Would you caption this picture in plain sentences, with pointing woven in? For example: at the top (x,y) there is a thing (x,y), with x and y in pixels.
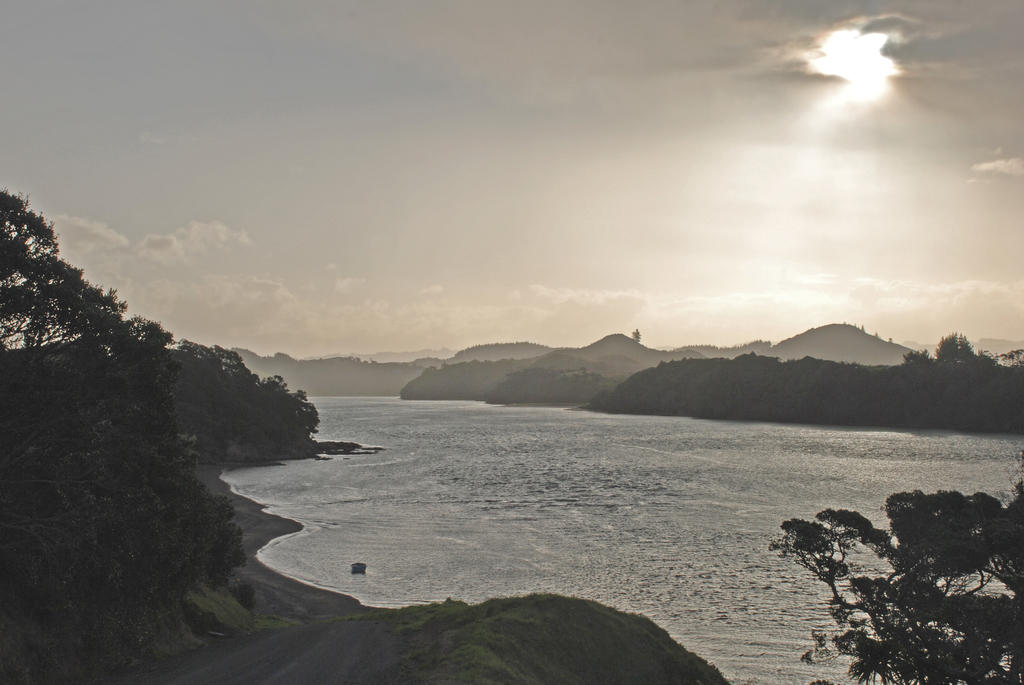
This picture is clicked outside the city. In the center (405,441) there is a water body (593,582). On the left (89,409) we can see the trees (219,430) and the plants (85,420). In the background (539,170) there is a sky (339,147) and the hills (819,353).
